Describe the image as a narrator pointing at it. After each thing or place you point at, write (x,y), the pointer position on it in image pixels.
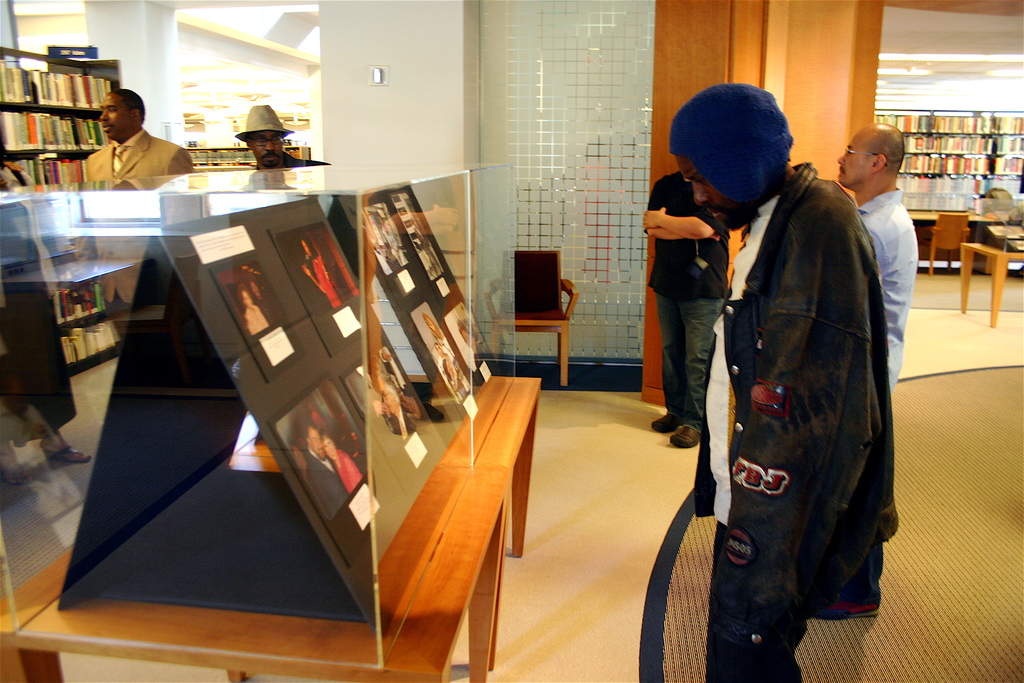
there are tables (458,574) on which glass boxes (343,359) are kept. there are people (809,310) at the right (729,350), standing and watching that. behind that there are chairs (945,226) and shelves (954,131). at the left (267,136) there are people (253,142) standing.
